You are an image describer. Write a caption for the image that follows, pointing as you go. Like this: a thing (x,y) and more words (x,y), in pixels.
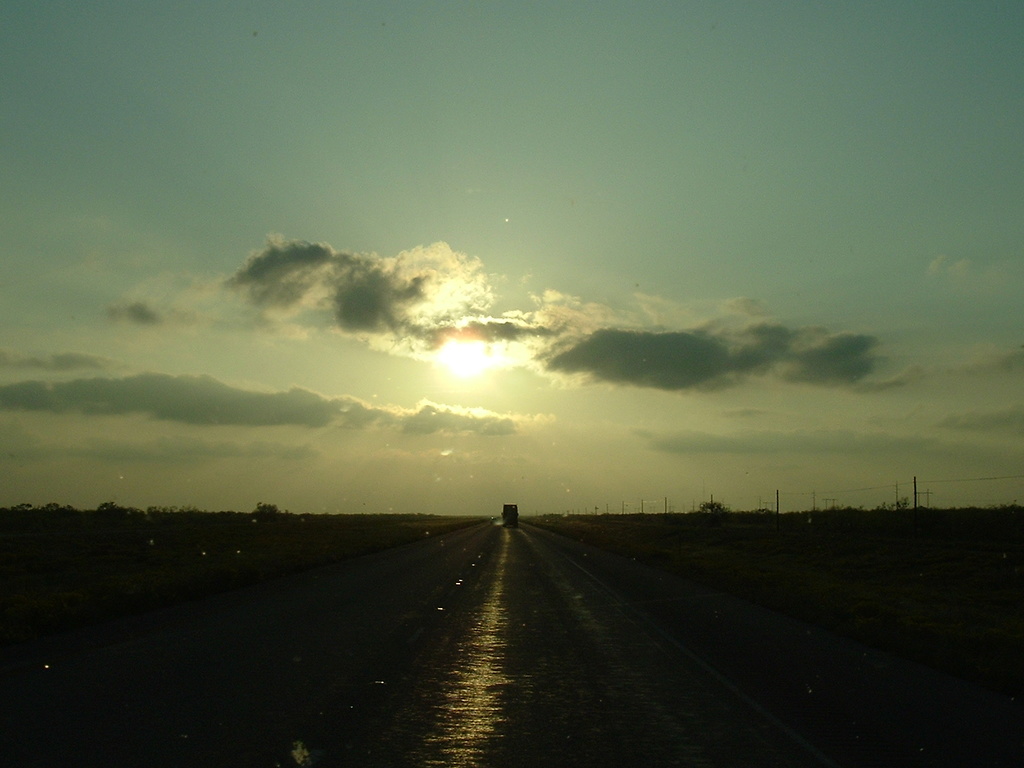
In this picture I can see vehicle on the road (491,687), side there are some trees (651,520) and also I can see sun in the sky (359,332).
